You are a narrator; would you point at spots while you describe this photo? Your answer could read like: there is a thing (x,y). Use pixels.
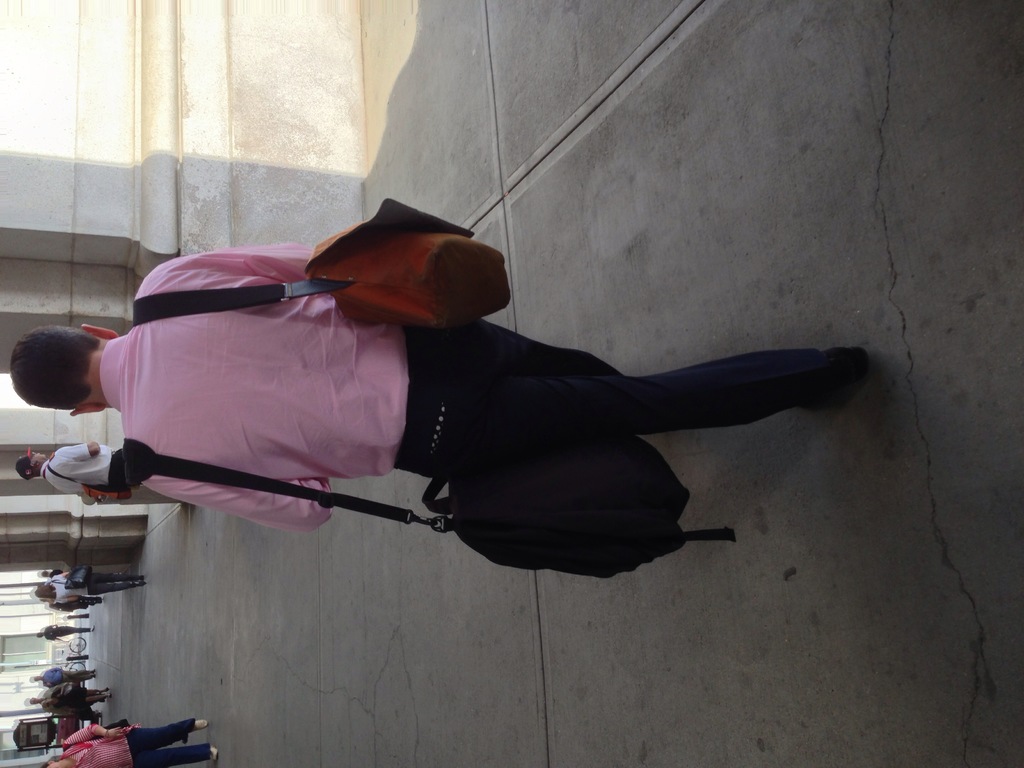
In the center of the image (415,368) we can see one person (376,395) walking and he is wearing bags (204,472). In the background (188,109) there is a wall (73,428), wheels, one box (23,743), pillars (45,543), few people (48,703) are standing, few people (135,575) are walking, few people (97,586) are holding some objects (84,588) and a few other objects (47,720).
